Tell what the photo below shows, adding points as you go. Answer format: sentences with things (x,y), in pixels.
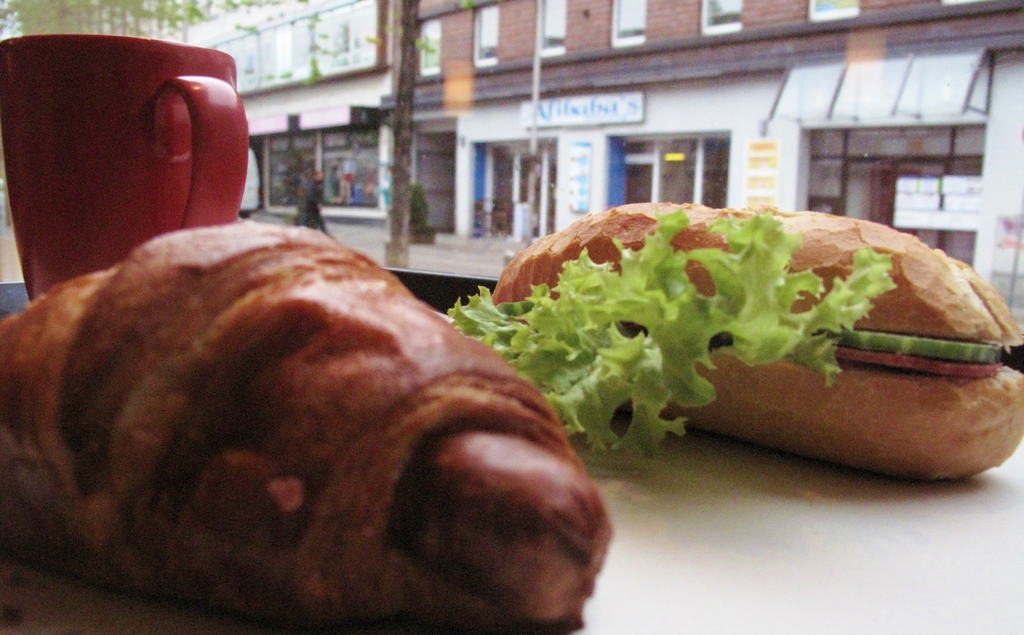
In this image I can see a croissant (452,457), a sandwich (570,381) and a cup (184,96) on the table (732,628). In the background (462,202) I can see buildings (447,198), shops (456,233), doors (487,181), light poles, creepers (159,20), windows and a person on the road (437,237). This image is taken may be during a day.
